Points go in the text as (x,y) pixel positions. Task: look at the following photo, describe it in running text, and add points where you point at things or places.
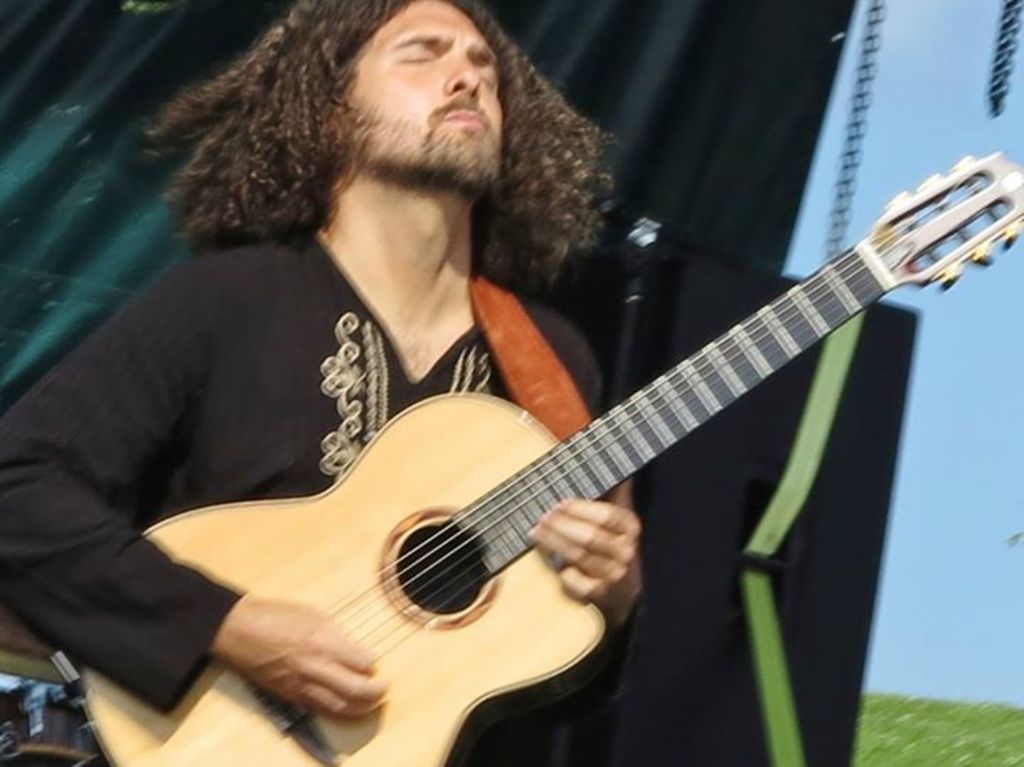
In this image, a man (598,542) is holding a guitar (546,505). He is playing a music. He wear a black color shirt (173,385). And he has a long hair (282,149). Beside him, we can see a speaker (682,613). And green color strap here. On left side (109,258), back side of the human (90,471), we can see green color cloth (59,237).
